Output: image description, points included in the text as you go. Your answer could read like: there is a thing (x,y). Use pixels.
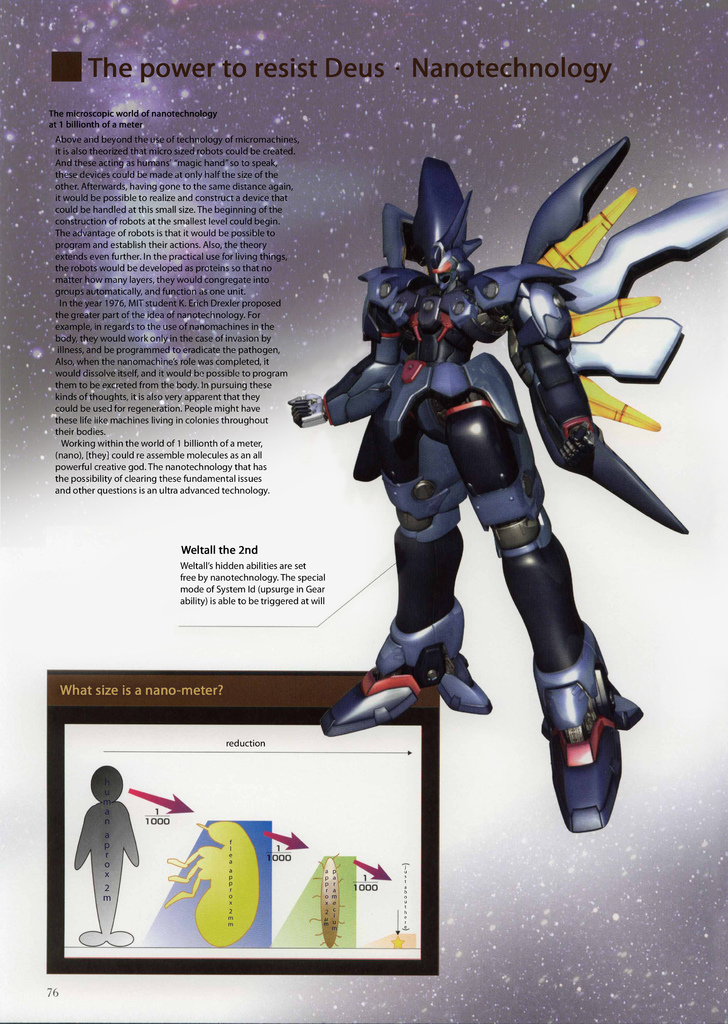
In the picture I can see a toy (605,273) on the right side (607,674). I can see the text (71,297) on the left side (217,182).
